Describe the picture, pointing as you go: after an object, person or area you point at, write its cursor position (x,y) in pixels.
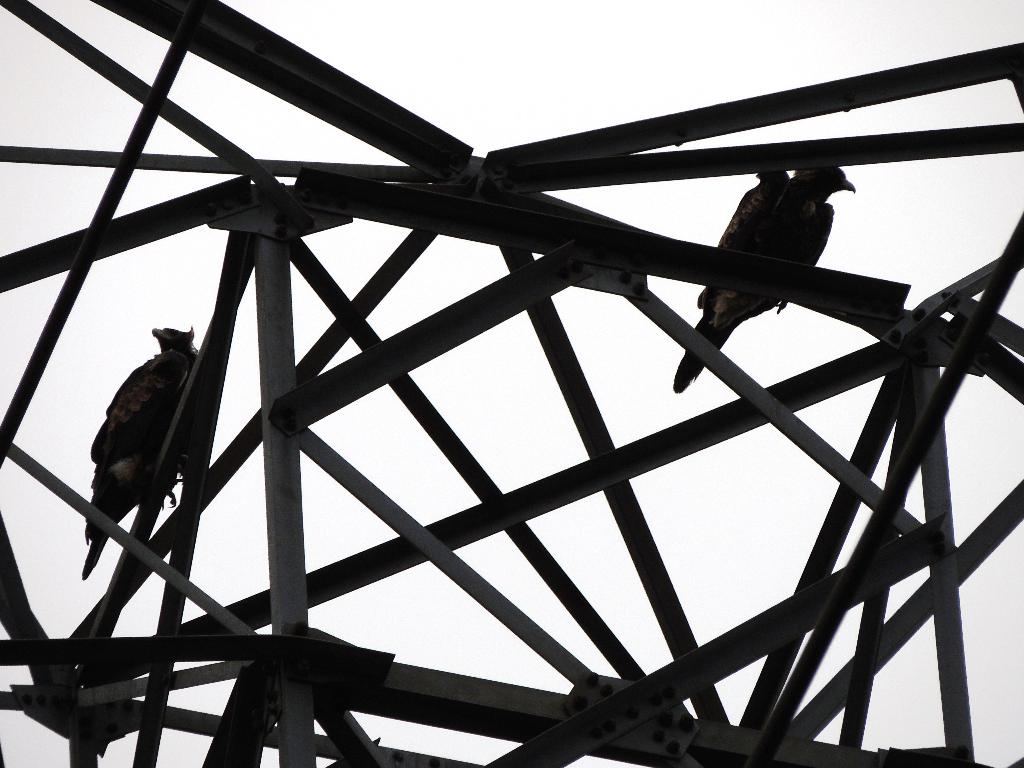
This is a black and white image. In this image we can see some birds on the poles (479,581). On the backside (661,287) we can see the sky (619,311) which looks cloudy.
